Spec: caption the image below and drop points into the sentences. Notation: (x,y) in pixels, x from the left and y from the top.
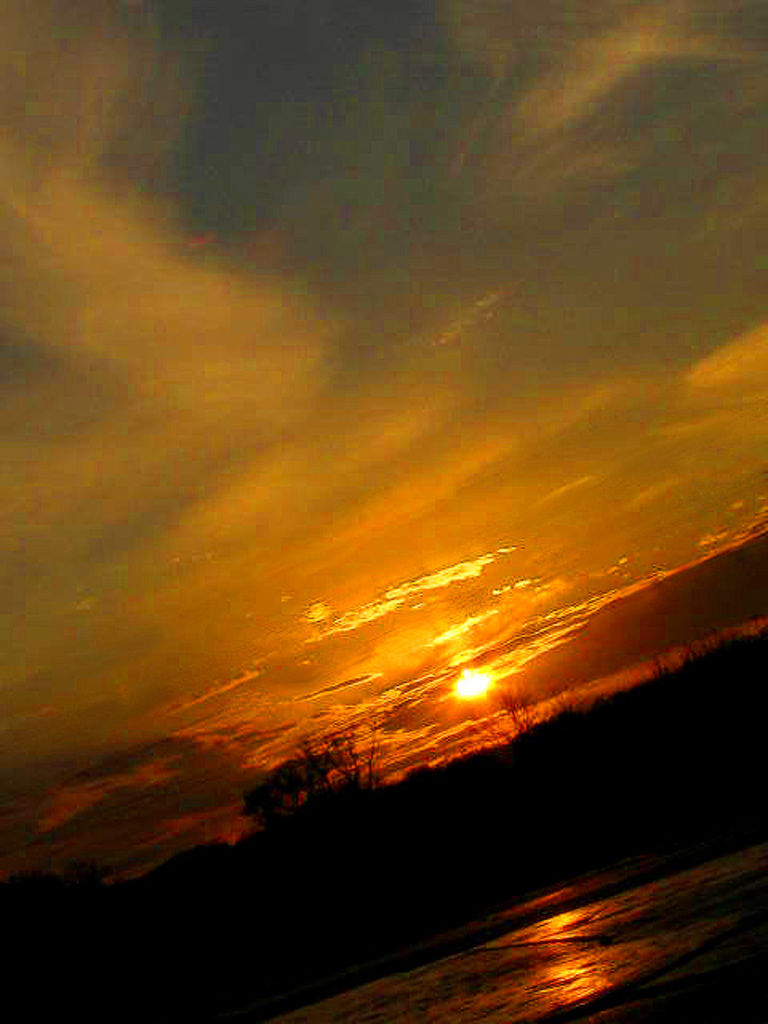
In the center of the image (493,649) we can see the sunset (475,719). In the background of the image (481,770) we can see the trees (502,751). At the bottom of the image (600,943) we can see the water (503,948). At the top of the image (293,199) we can see the clouds (279,338) in the sky (197,665).
